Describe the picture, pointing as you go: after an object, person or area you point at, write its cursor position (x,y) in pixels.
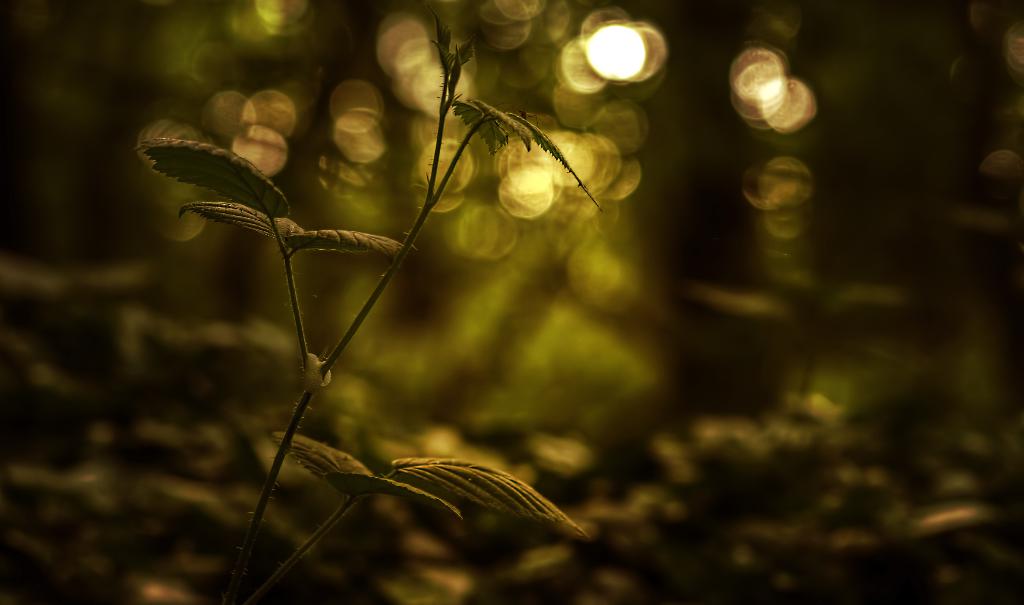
In the picture we can see a small plant sapling (307,549) and behind it, we can see some plants (499,194) which are not clearly visible.
